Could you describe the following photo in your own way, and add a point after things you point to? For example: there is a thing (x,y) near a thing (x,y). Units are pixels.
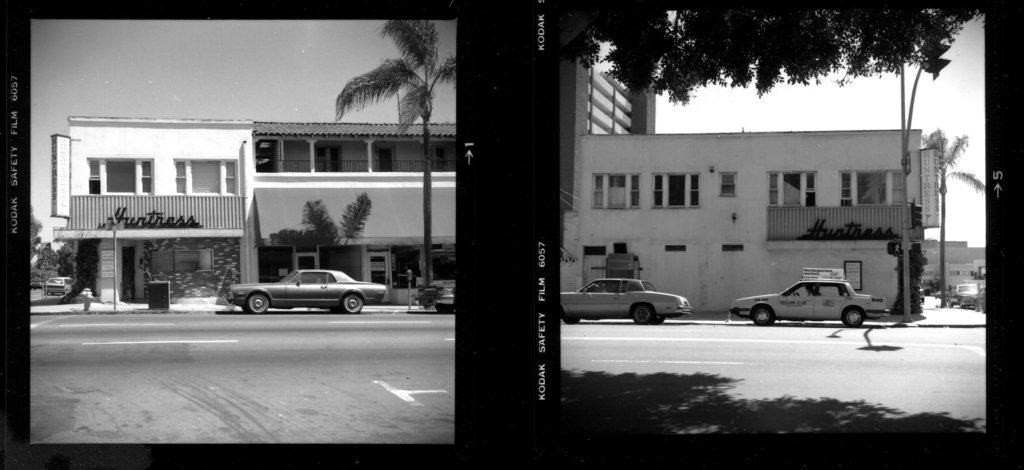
This is a black and white picture. In this image there are two different images. Here in both of the image in the foreground (333,297) vehicles (324,306) are parked on the road (373,358). In the background (697,188) there are buildings (670,189) and trees (392,92).
